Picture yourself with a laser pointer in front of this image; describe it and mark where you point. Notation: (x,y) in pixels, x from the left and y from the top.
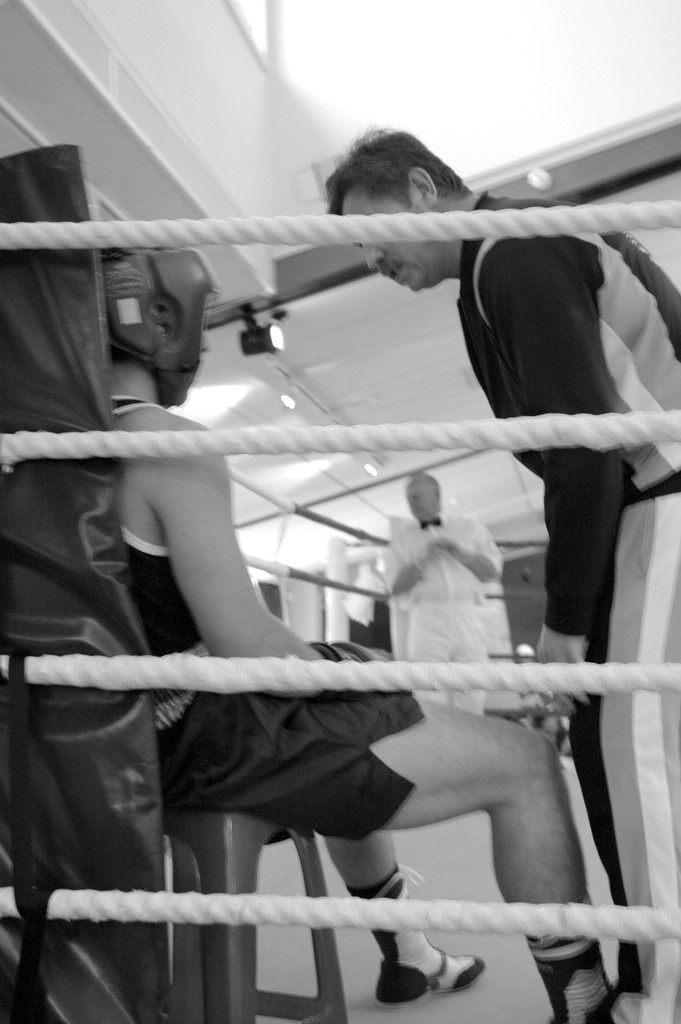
In this black and white picture there is a person (207,716) sitting on the stool (196,838). In the foreground (516,910) there are ropes (81,685). There is a man (549,516) standing in front of him. At the top (322,111) there is a ceiling (312,377). There are lights (274,350) to the ceiling (299,368). In the background (415,568) there is a man (433,584) standing.
